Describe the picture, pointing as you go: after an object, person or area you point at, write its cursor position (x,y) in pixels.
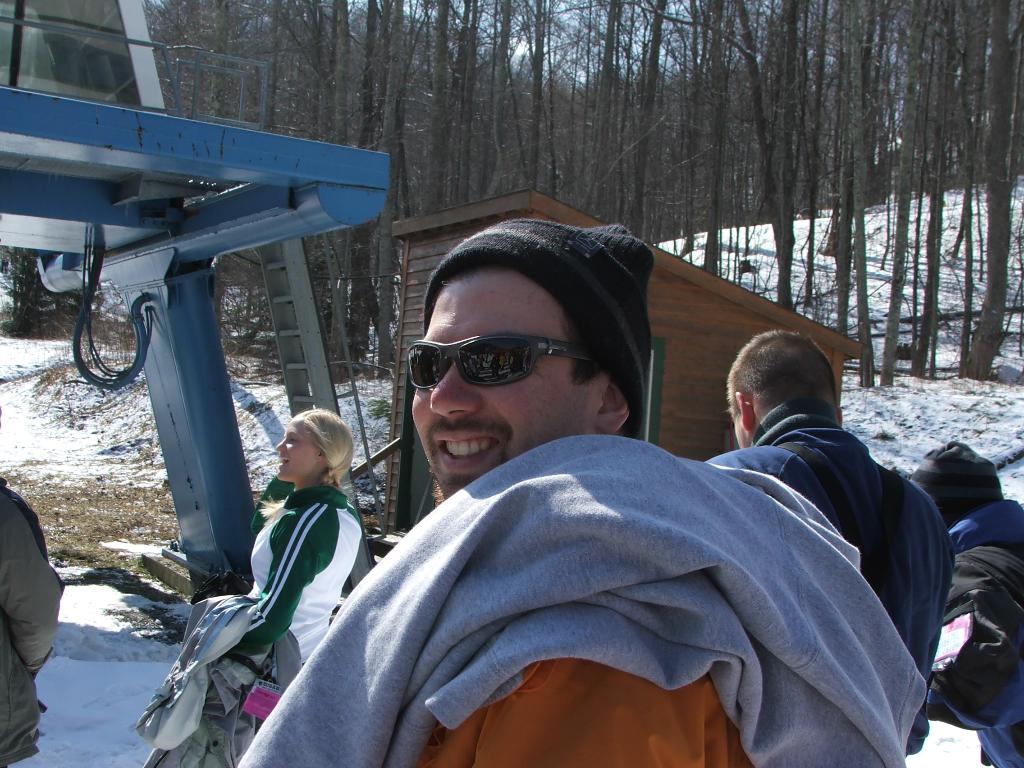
Front this man (464,441) wore goggles (484,382) and smiling. Background (1013,504) we can see people (759,447), ladder (283,285) and trees (899,160). Land (766,242) is covered with snow (966,421).
